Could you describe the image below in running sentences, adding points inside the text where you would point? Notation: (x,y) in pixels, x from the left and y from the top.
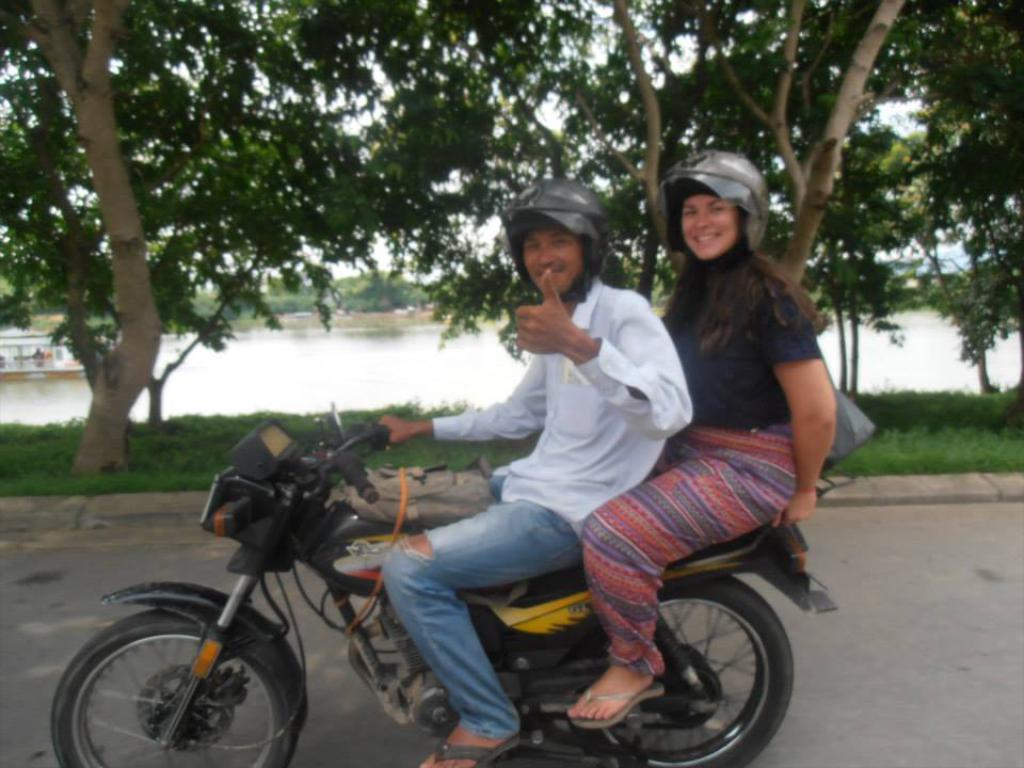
In the image we can see there are people (703,429) who are sitting on bike (476,600) and behind them there is trees (448,176) and river (351,368).
